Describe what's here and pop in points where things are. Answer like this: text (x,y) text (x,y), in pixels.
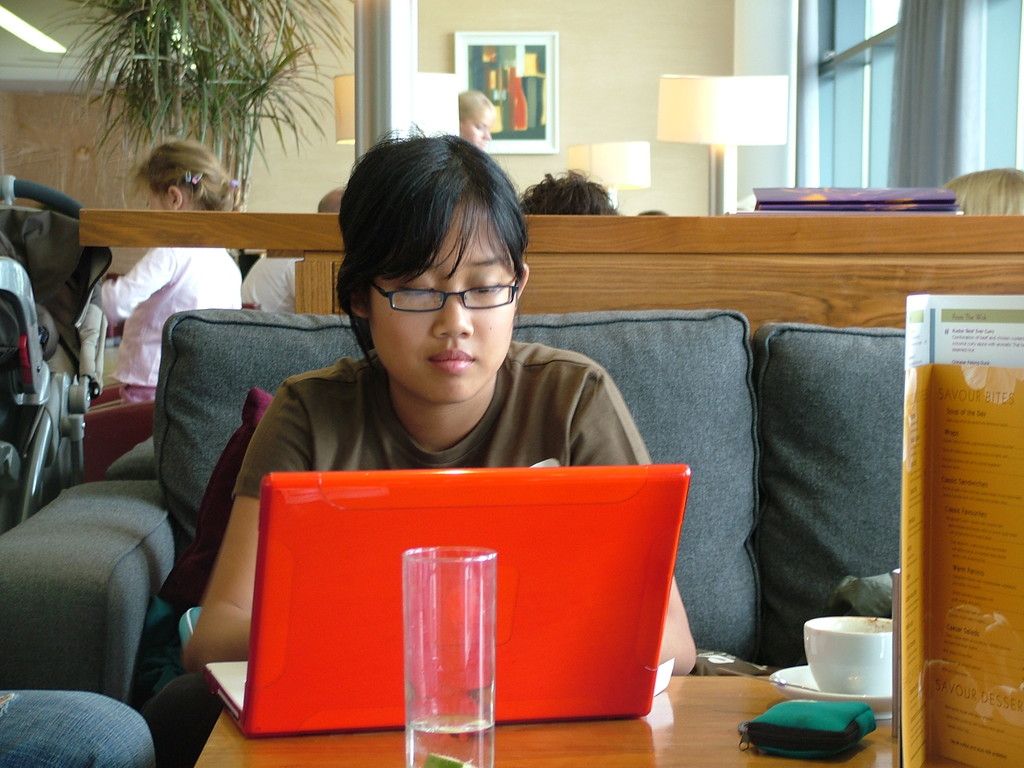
a person (433,373) is sitting on the sofa (712,398) operating red color laptop (332,545). in the front (438,572) there is a glass (444,664), a cup (871,650) and saucer (805,681). behind her there are other people (589,202), tree (230,52) and a photo frame (506,85).
